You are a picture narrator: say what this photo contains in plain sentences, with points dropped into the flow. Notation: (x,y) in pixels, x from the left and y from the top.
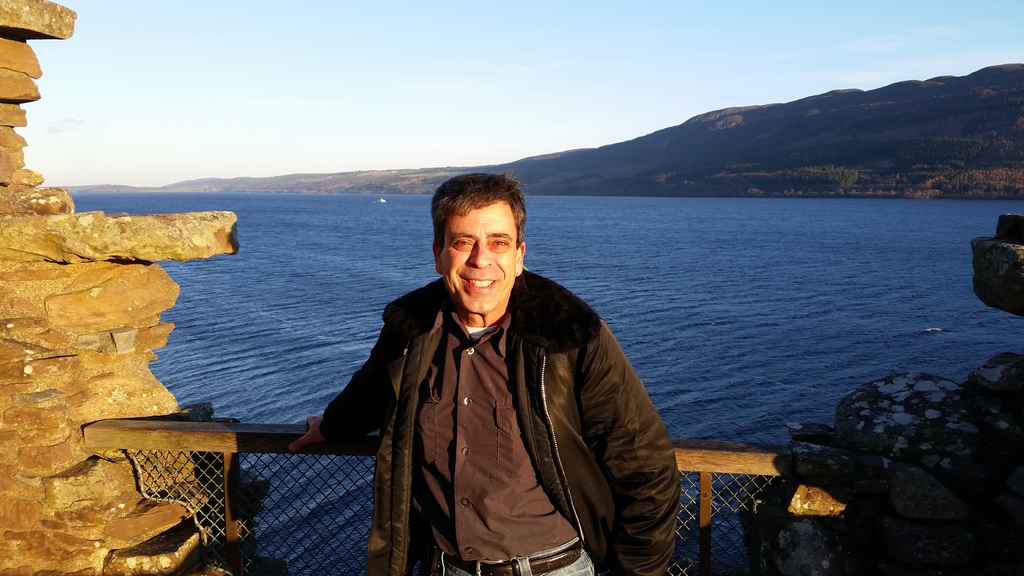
In the image there is an old man (537,489) with brown shirt (478,412) and jacket (598,470) standing in front of fence (172,457) in the middle of two walls (61,231) in front of a ocean (354,263) with mountains (761,135) behind it and above its sky (299,43).
